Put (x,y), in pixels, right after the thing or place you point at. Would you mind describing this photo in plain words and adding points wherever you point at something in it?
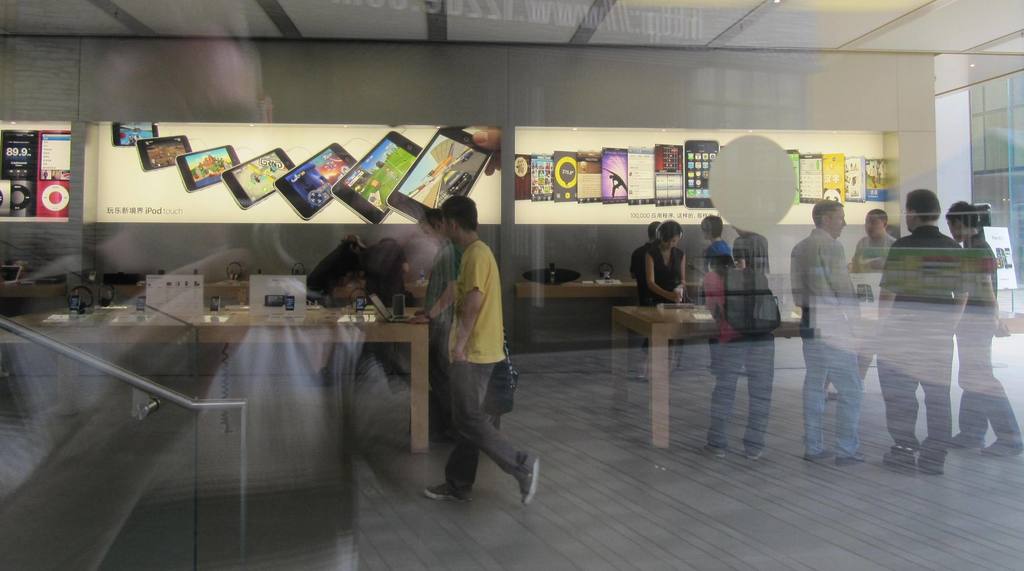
In the foreground of this image (621,473), through the glass (587,483) we can see people (453,315) walking and standing on the floor (620,551). We can also see few objects (360,308) on the tables (650,313). In the background (484,92), there is a wall (529,103), few posters (398,177) and the ceiling (808,29).
